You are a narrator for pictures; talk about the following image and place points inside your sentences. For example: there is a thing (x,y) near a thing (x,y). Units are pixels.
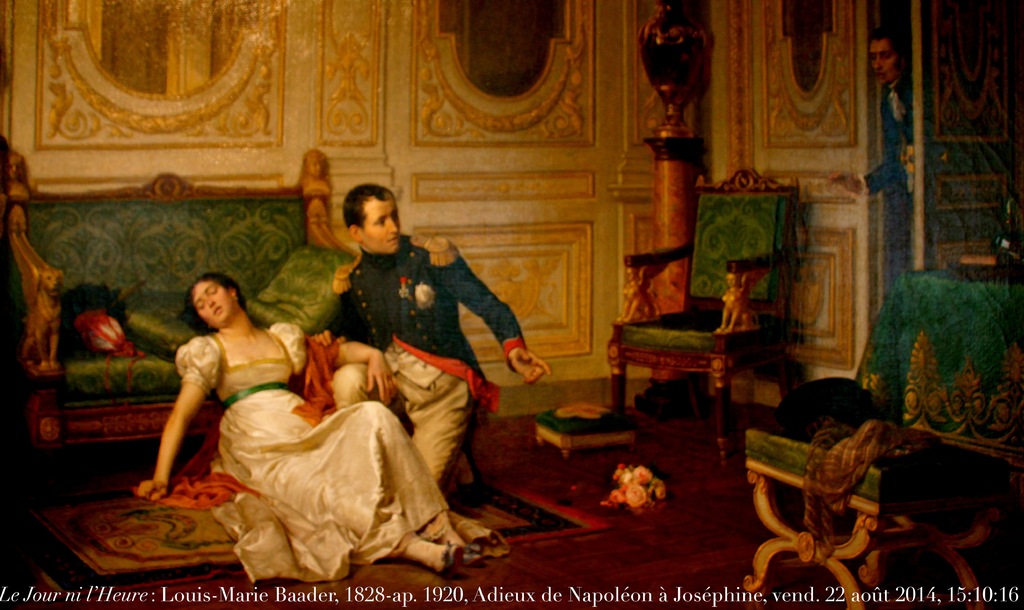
In this picture we can see man (406,316) and woman (306,435) where man (473,380) is sitting on knees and woman (292,458) is sitting on floor (586,498) and at back of them we can see sofa (125,272) with pillows (321,257) on it and beside to them we have chairs (688,347), stool (557,432) and in background (568,399) we can see wall (508,162), some person (896,235) standing at door (916,64).
